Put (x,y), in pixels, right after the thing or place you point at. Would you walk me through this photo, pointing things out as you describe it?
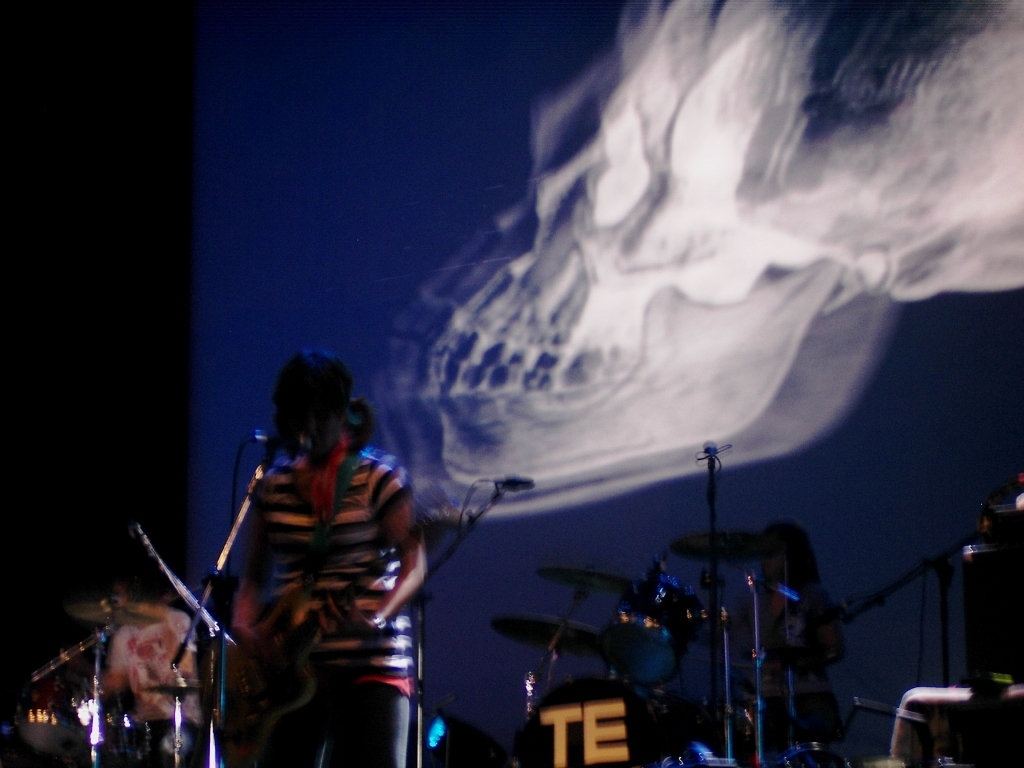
There is a person (367,510) with orange and black line t-shirt (359,520) is standing and playing guitar (315,631). In front of her there is a mic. To the right side (801,629) there is a lady (793,642) playing drums (654,679). To the left side (141,639) there is a person (144,649). In the background (438,141) on the screen (509,162) there is a skull (564,368).
